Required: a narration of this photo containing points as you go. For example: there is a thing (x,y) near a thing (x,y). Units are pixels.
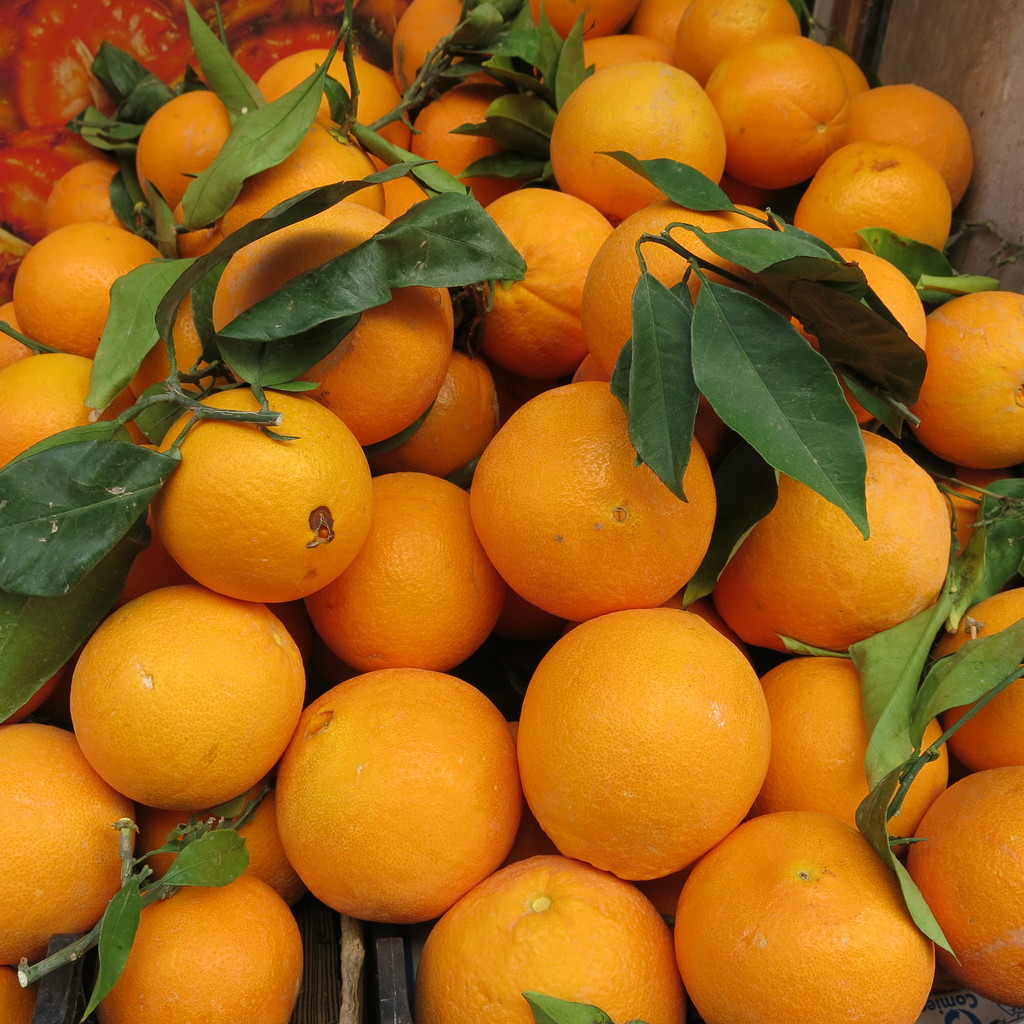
In this image there are many oranges (623,317) and few leaves (719,296) are there.
